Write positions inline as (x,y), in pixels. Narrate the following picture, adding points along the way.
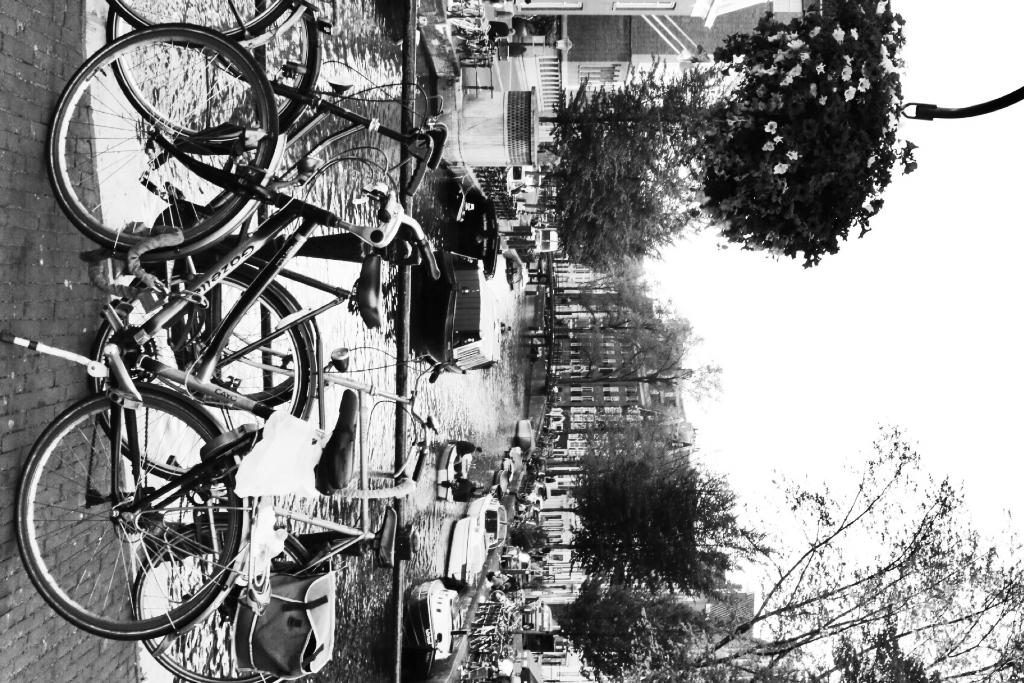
In this image we can see bicycles (359,390) and there is a canal (498,396). There are boats (427,303) on the canal (346,613). In the background (648,527) there are trees (621,494).
